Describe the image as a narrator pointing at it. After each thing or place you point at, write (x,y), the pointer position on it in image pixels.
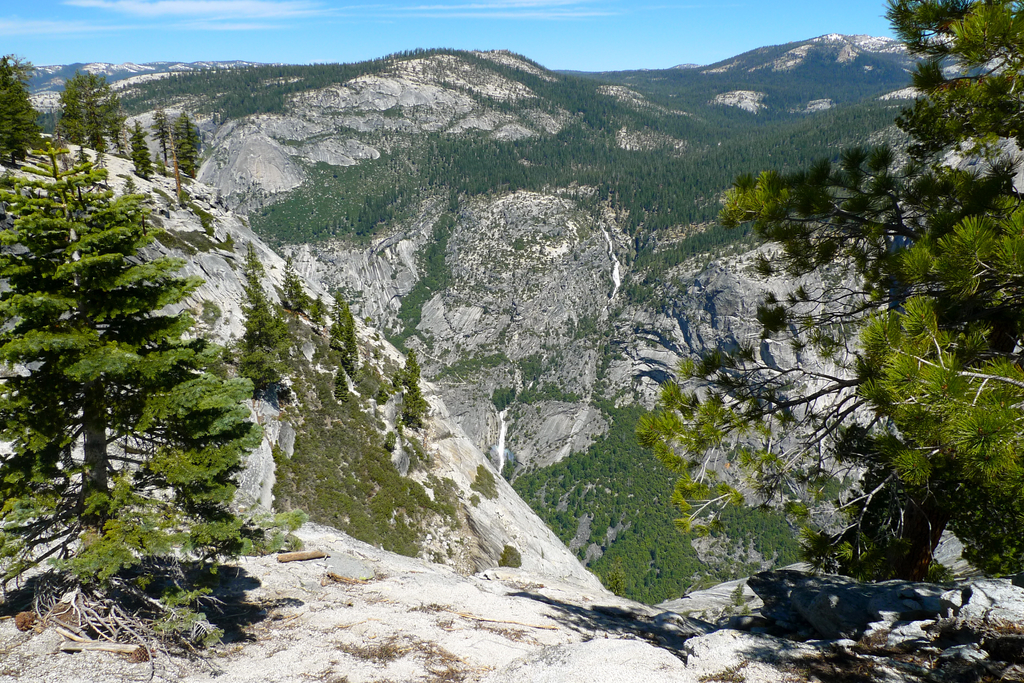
In this image there are trees (435,281), mountains (607,271) and the sky (503,9).
